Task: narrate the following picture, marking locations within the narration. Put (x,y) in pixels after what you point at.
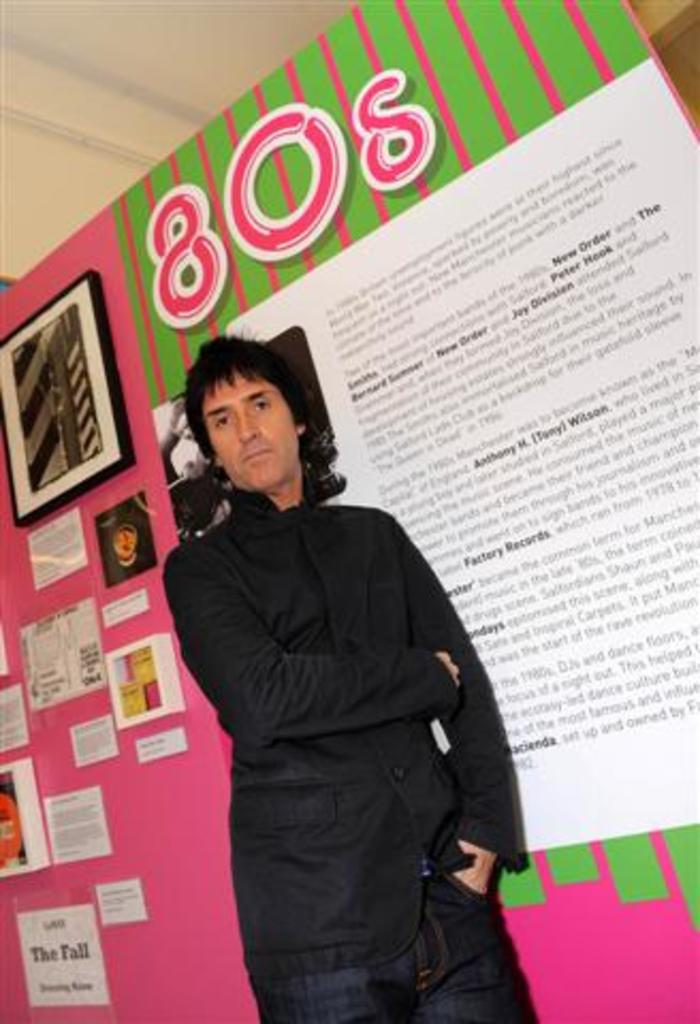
In this image I can see the person (405,702) wearing the black color dress (347,801). To the side of the person (288,841) I can see the papers (174,685), boards (79,729) and frame (9,447) attached to the pink and green color surface (217,829).
